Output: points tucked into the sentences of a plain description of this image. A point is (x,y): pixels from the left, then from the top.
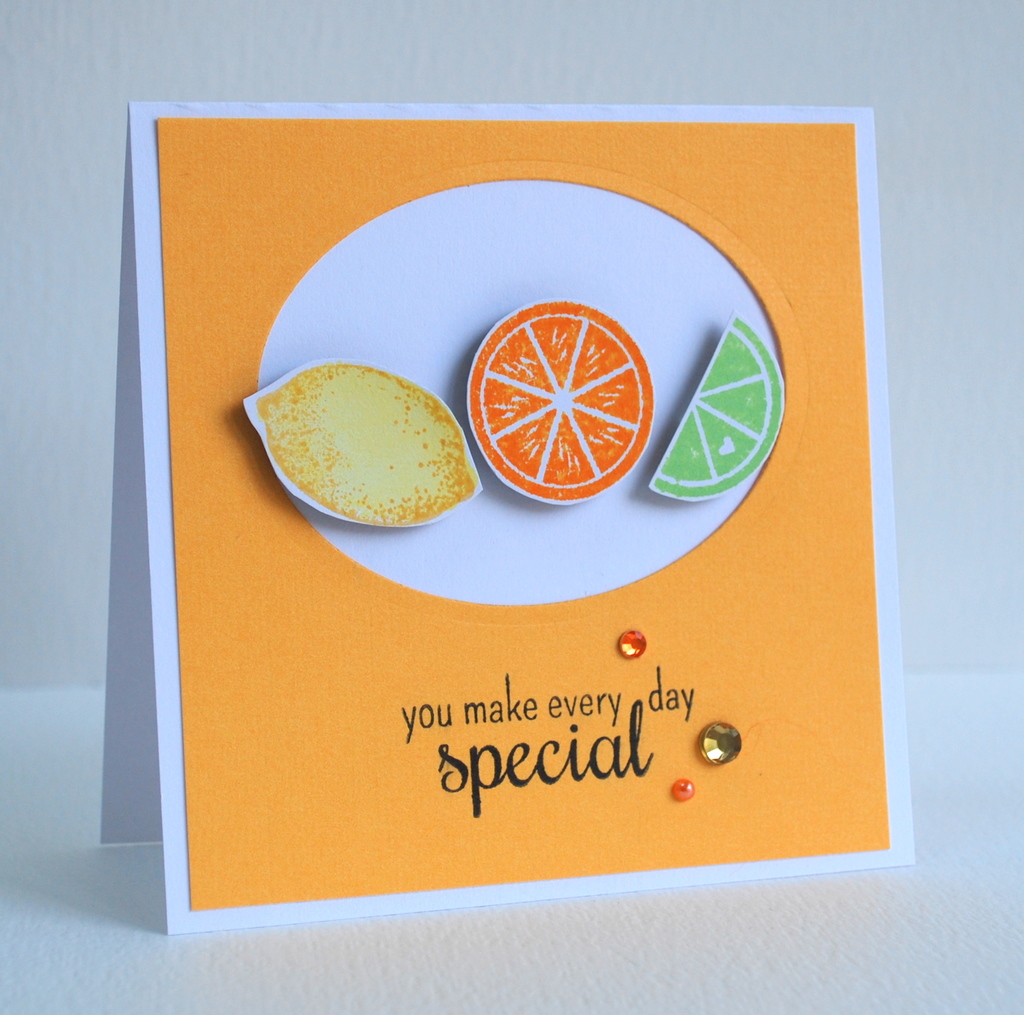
In this image, we can see a board (474,748) with some information (582,706), paper craft (746,458) and stones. This board (658,827) is placed on the white surface (387,952). Background (64,296) we can see white color.
